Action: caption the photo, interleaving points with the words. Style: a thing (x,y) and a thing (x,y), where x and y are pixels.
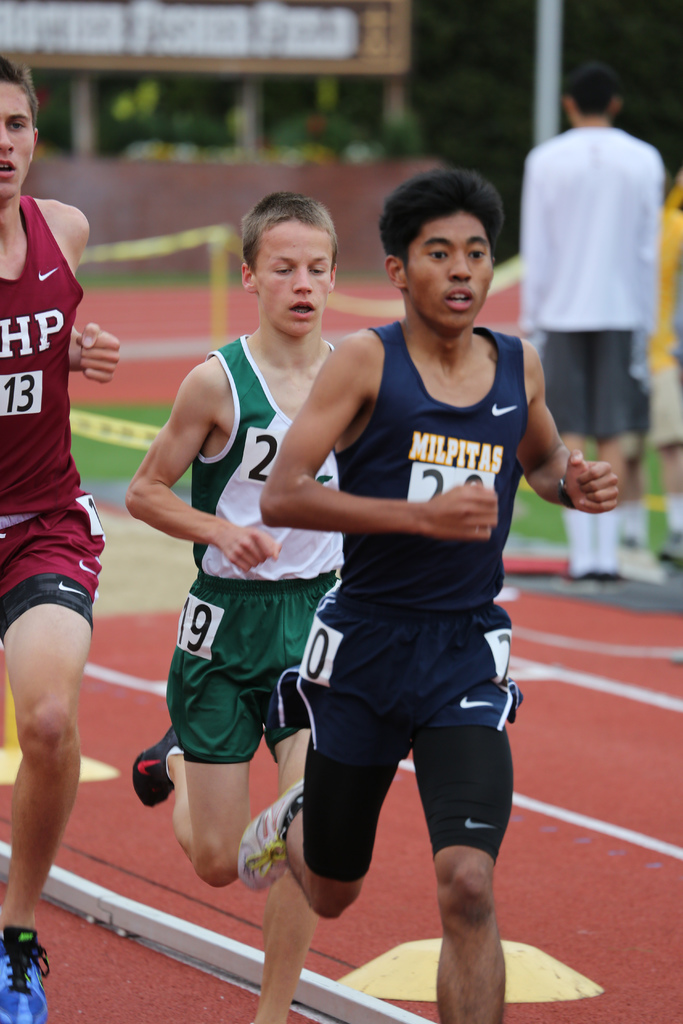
In this images few men (302,735) are running on the ground (228,999). In the background (296,140) we can see caution tape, hoarding (218,21), trees (228,139), poles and few persons (597,361) are standing on the ground (66,971) on the right side (623,237).
